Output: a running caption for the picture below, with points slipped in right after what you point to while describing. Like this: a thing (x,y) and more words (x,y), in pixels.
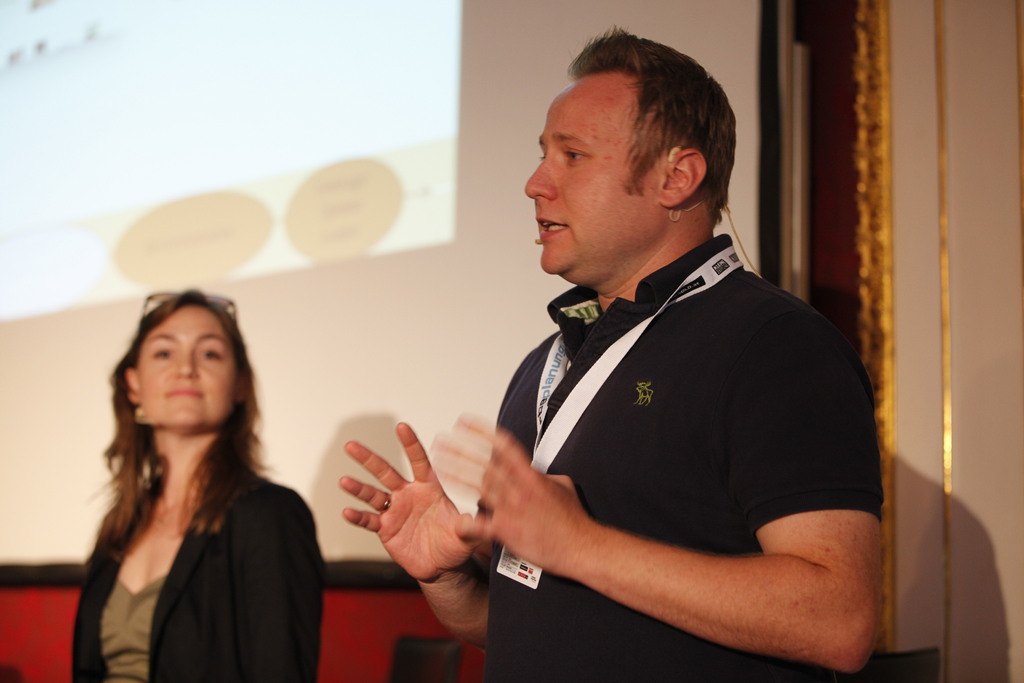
In this image we can see a man (355,453) and a woman (182,478) standing near the projector screen (441,105) which is to the wall (903,303).
